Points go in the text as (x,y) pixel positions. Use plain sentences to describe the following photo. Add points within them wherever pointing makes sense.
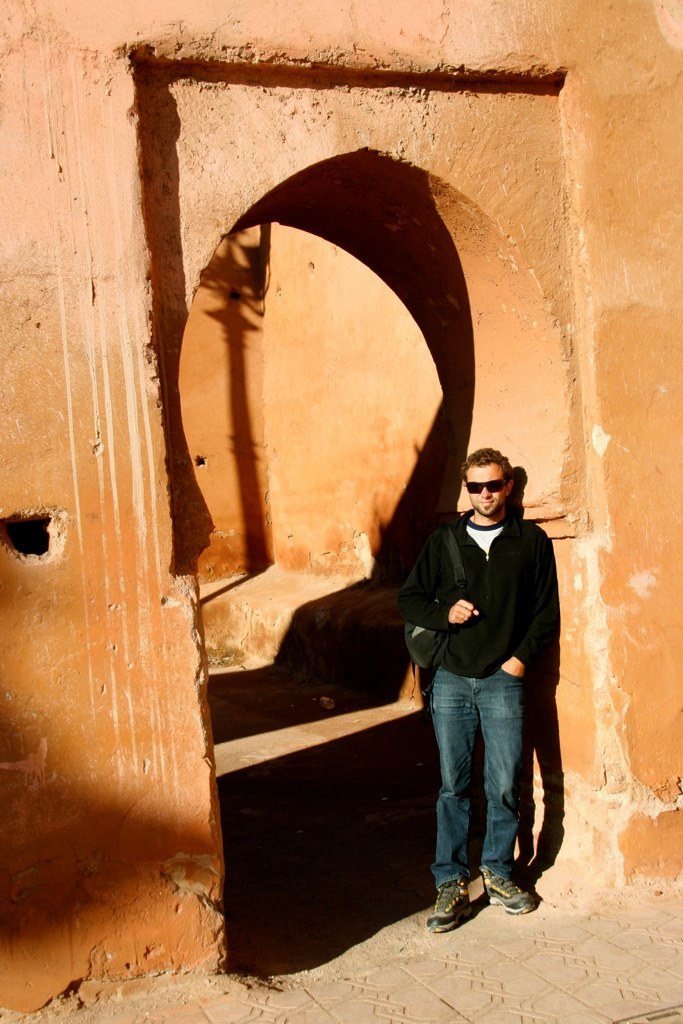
In this image I can see a man (441,601) wearing black color jacket (504,600), jeans (503,690), standing and leaning to the wall (583,541). He is smiling and giving pose for the picture. Here I can see a wall (90,515) which is in red color.
